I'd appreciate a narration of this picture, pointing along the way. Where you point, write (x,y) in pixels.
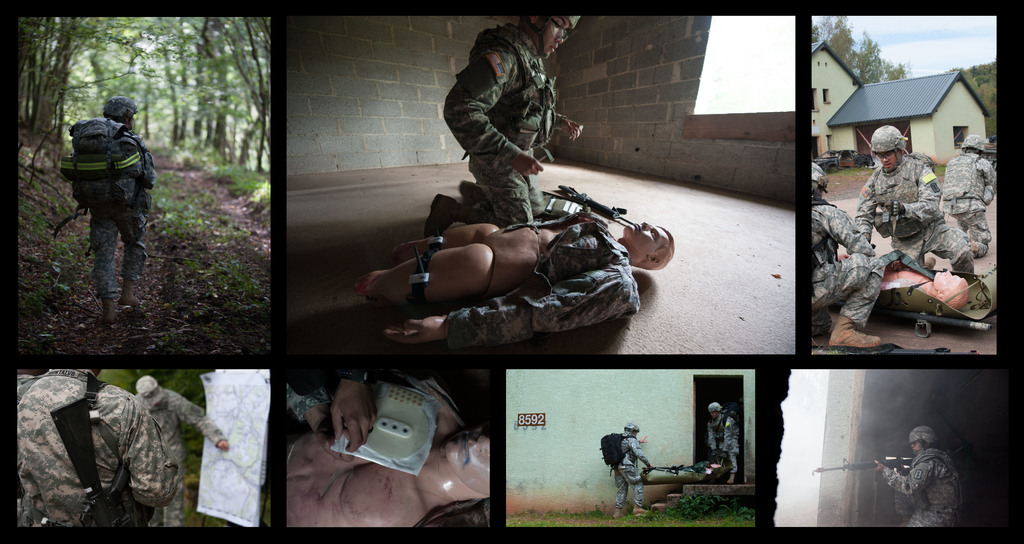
I see collages of pictures in this image and I see few men (931,191) who are wearing army uniform (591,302) and I see that all of them are wearing helmets (709,405) and this man (936,456) is holding a gun (913,464) in his hands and I see a mannequin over here and I see the trees (182,139), wall (334,34), floor (595,188), houses (828,76) and the sky (904,34).
